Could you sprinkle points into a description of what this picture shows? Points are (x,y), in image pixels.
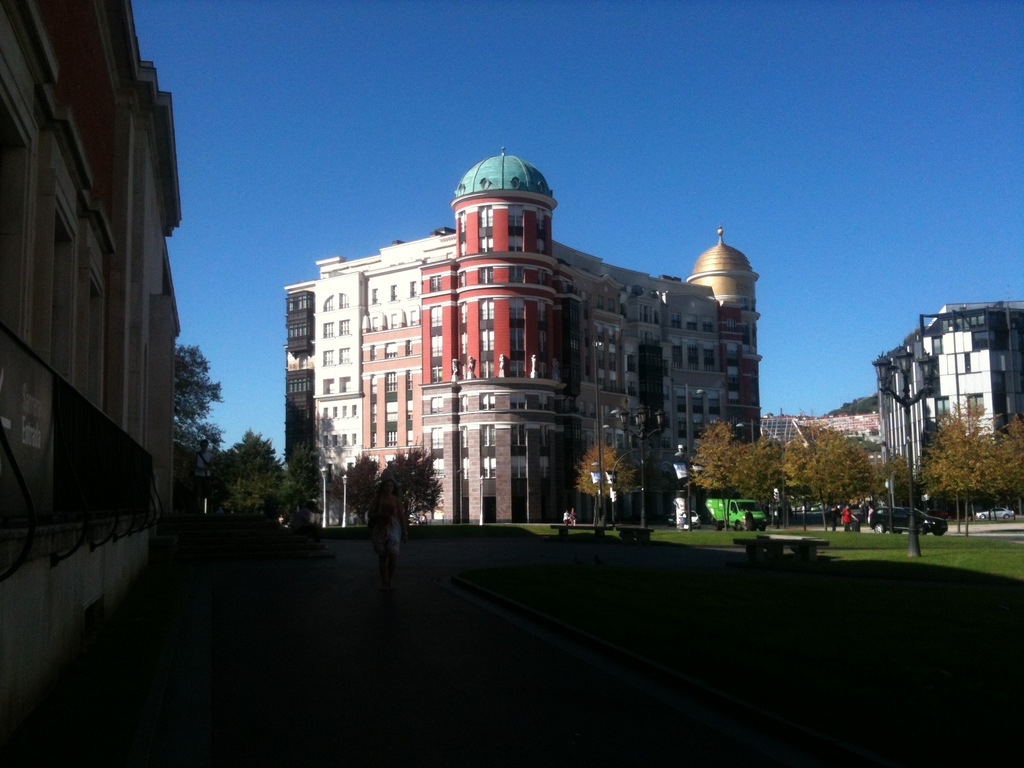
This image is taken outdoors. At the bottom of the image (396,636) there is a ground (640,655) with grass (853,660) on it. On the left side of the image (98,172) there is a building (90,178). In the middle of the image (415,296) there are a few buildings (897,411) with walls (537,475), windows (494,406), doors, railings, balconies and roofs (741,261). There are a few trees (997,468) on the ground (729,549). A few vehicles (713,518) are parked on the road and there are a few poles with street lights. At the top of the image (335,192) there is a sky (861,206).
